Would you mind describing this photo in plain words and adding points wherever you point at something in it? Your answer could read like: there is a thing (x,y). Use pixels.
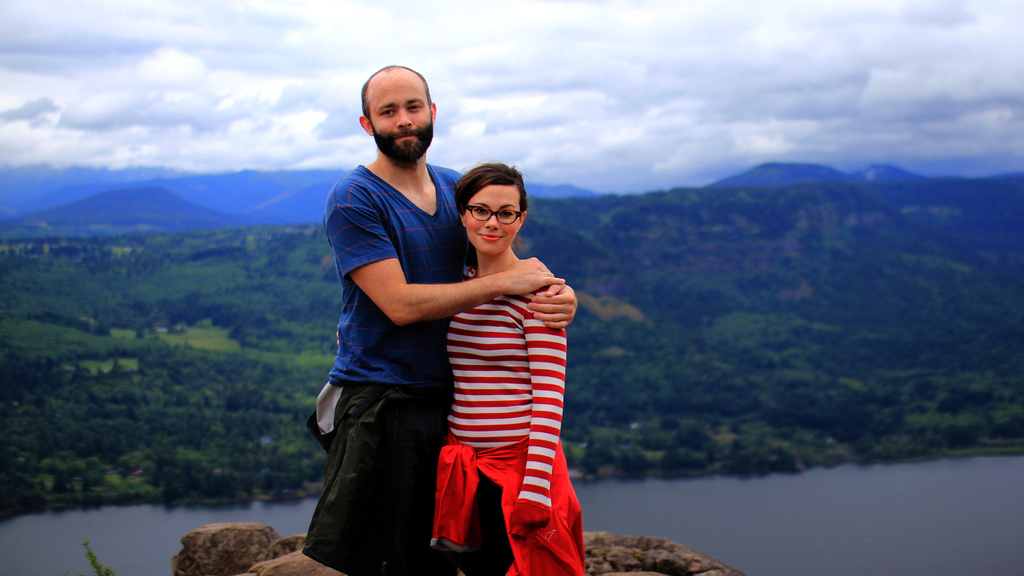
In this image there is a man (355,375) and a lady (510,380) standing on rocks (618,559) and giving pose for a photograph, in the background (191,514) there is a lake (890,503), mountains (955,372), trees (950,263) and the sky (14,136).
